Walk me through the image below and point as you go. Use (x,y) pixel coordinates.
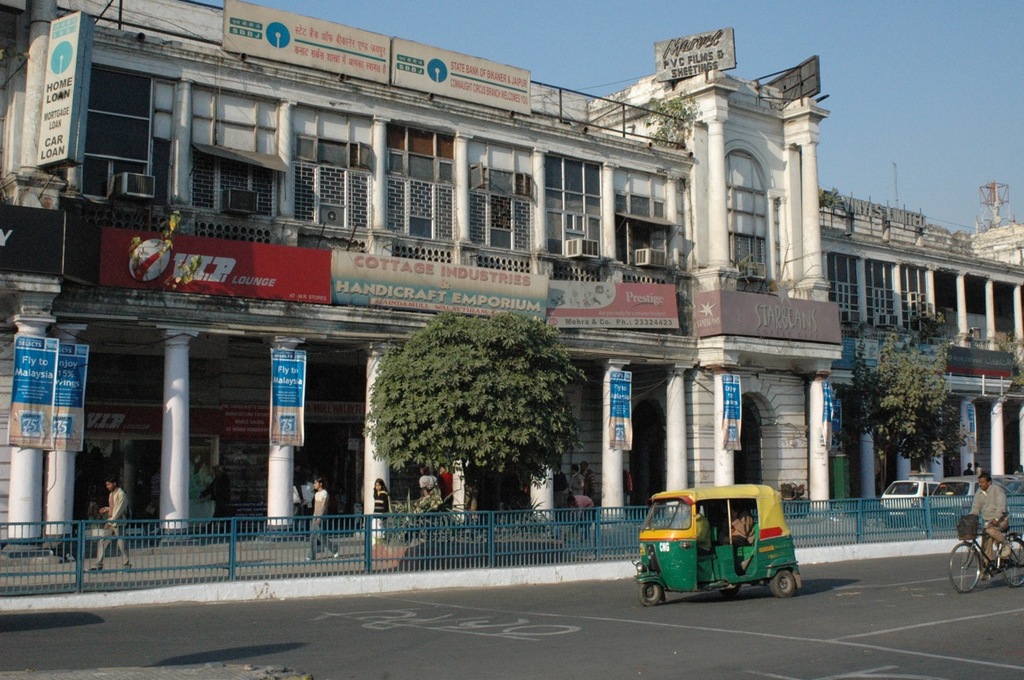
In this picture I can see vehicles (1006,485) on the road (220,621), there are group of people (987,487), iron grilles (568,521), there are trees (524,427), banners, boards (536,286), a building (630,254), air conditioners (664,254), and in the background (933,161) there is sky (928,105).
